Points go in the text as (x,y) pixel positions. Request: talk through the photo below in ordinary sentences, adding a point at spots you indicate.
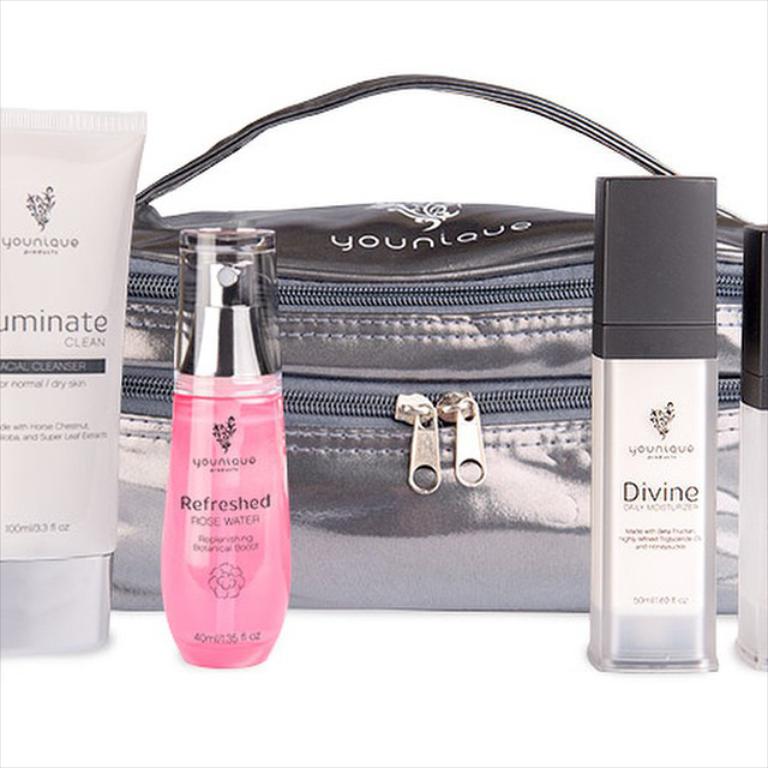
This is a bag (342,317). These are moisturizers (761,408). This is a rose water bottle (264,237). This is a cleanser (39,138).
